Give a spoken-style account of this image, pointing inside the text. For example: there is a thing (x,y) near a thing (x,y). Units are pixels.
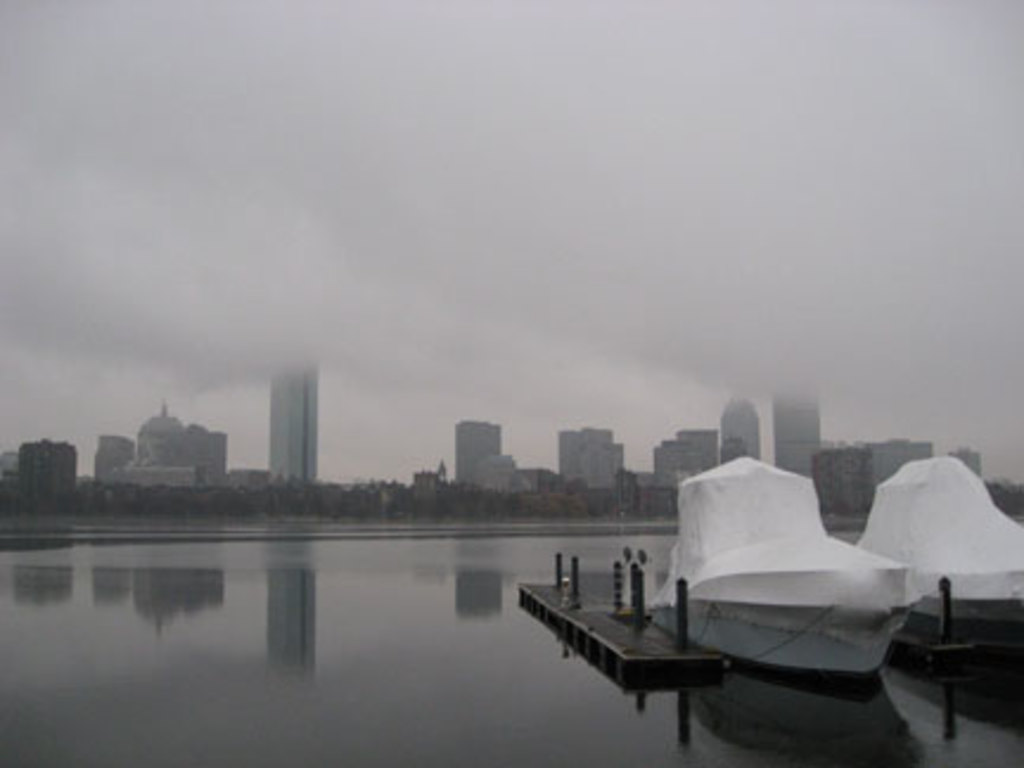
In the foreground (797,580) I can see boats (794,596) in the water (402,649) and a dock (939,670). In the background (417,484) I can see trees (534,506), buildings (57,481) and the sky (512,405). This image is taken may be during a day.
